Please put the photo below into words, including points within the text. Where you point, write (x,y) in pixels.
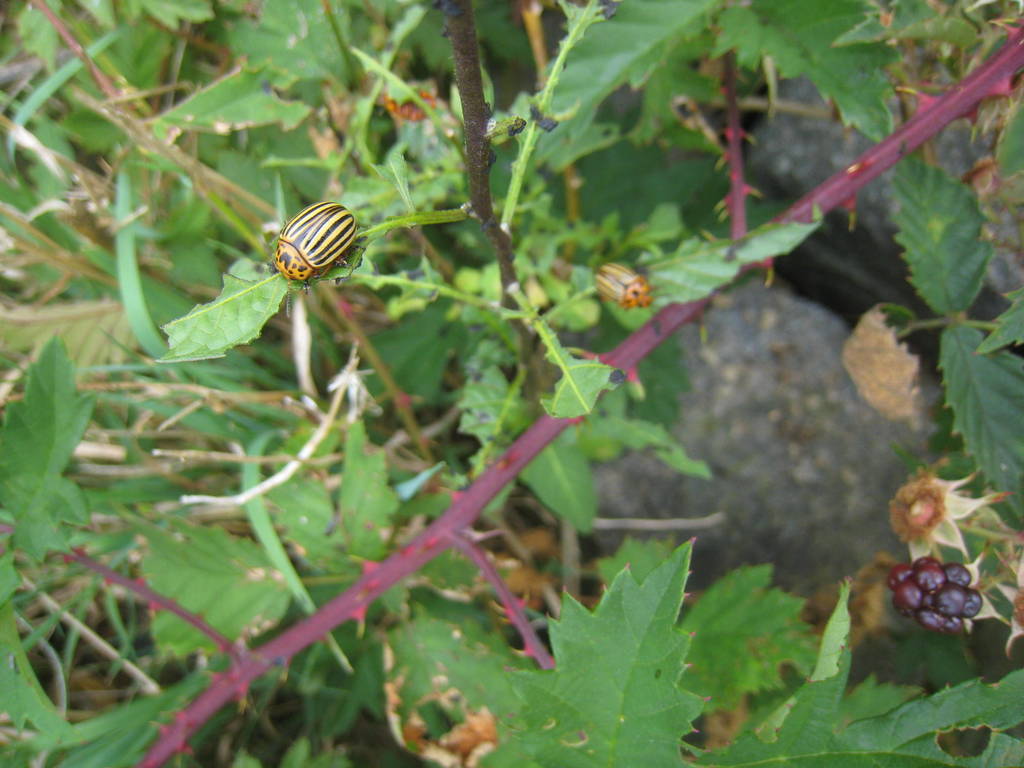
In this image I can see 2 bugs (292,262) on a plant (354,273).
